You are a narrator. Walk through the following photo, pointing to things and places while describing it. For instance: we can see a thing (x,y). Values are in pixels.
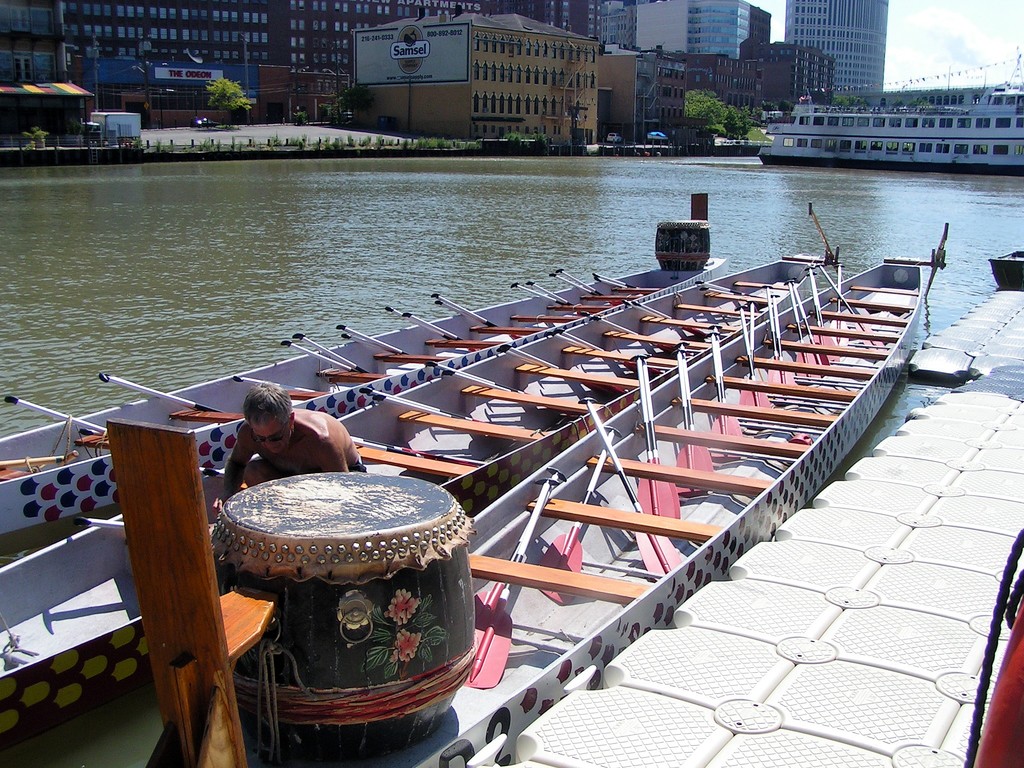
As we can see in the image there are buildings (609,66), trees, water (555,225) and boats (538,422).
